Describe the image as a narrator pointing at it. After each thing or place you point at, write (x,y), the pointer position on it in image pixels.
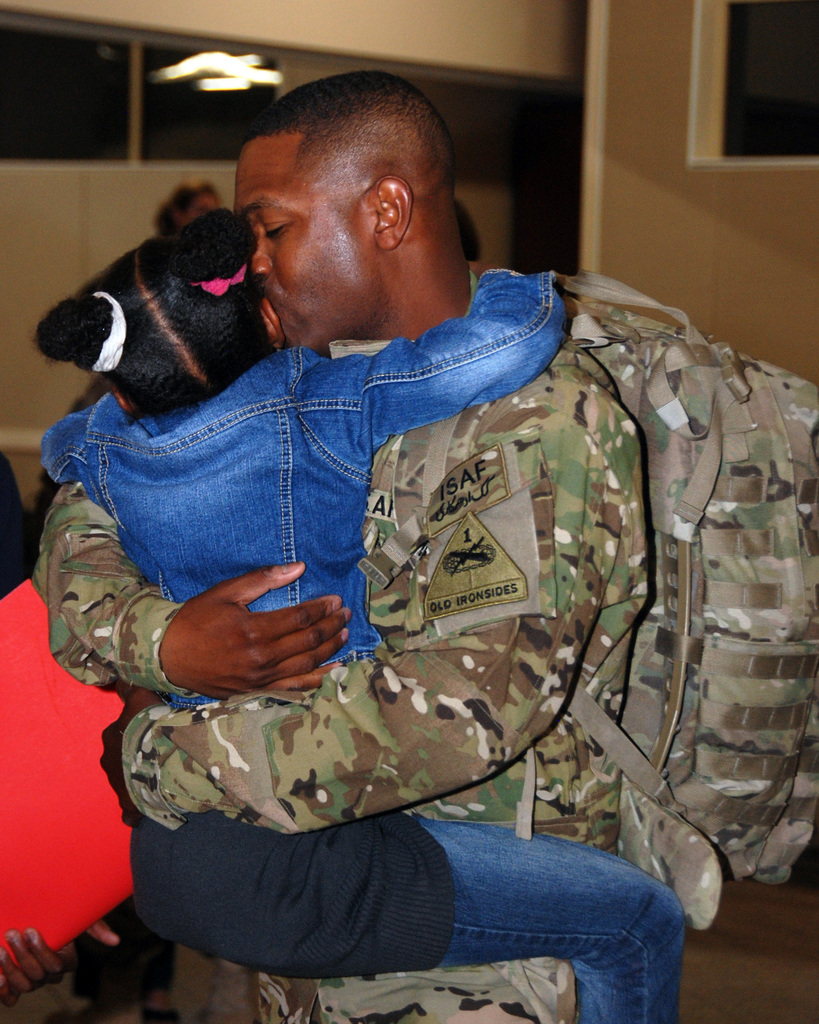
In this image in front (556,708) there are two people (429,652) hugging each other. At the bottom of the image (731,978) there is a floor (758,970). In the background of the image (731,201) there is a wall (672,193).
